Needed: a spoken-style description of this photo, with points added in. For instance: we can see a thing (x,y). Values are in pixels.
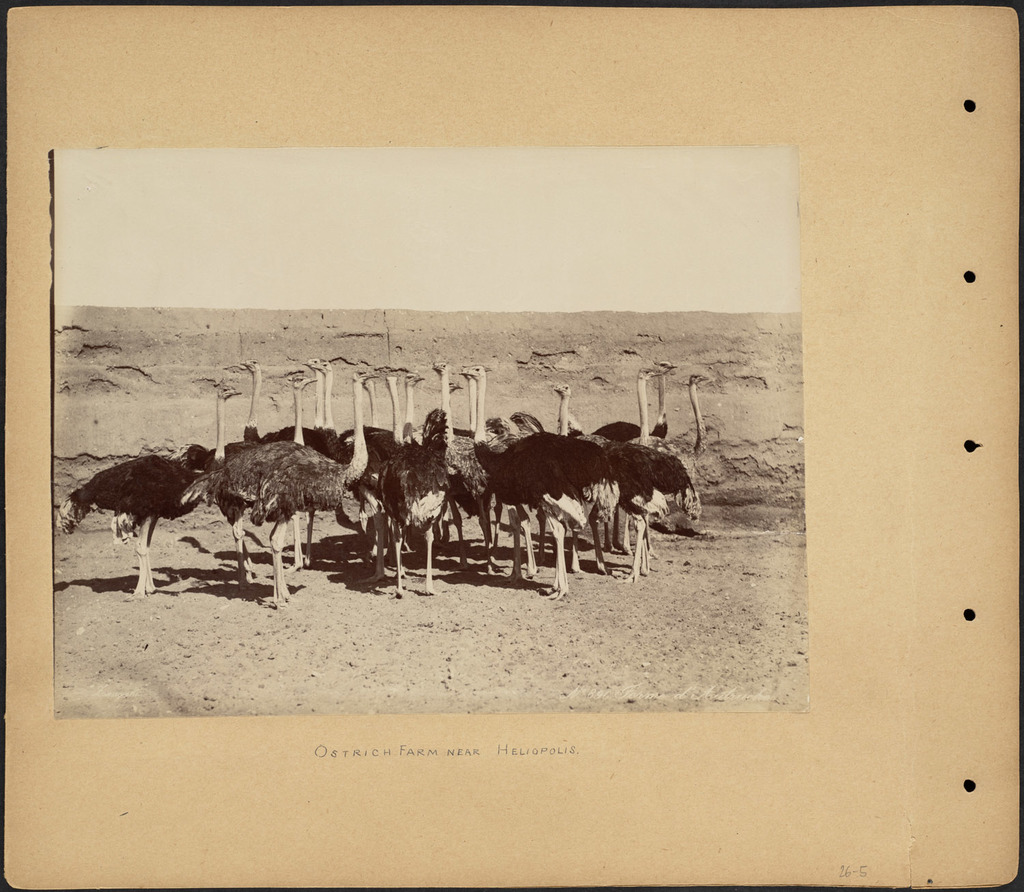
In this image there is a photo (384,295) in the book (986,661) where we can see so many ostriches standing on the ground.
